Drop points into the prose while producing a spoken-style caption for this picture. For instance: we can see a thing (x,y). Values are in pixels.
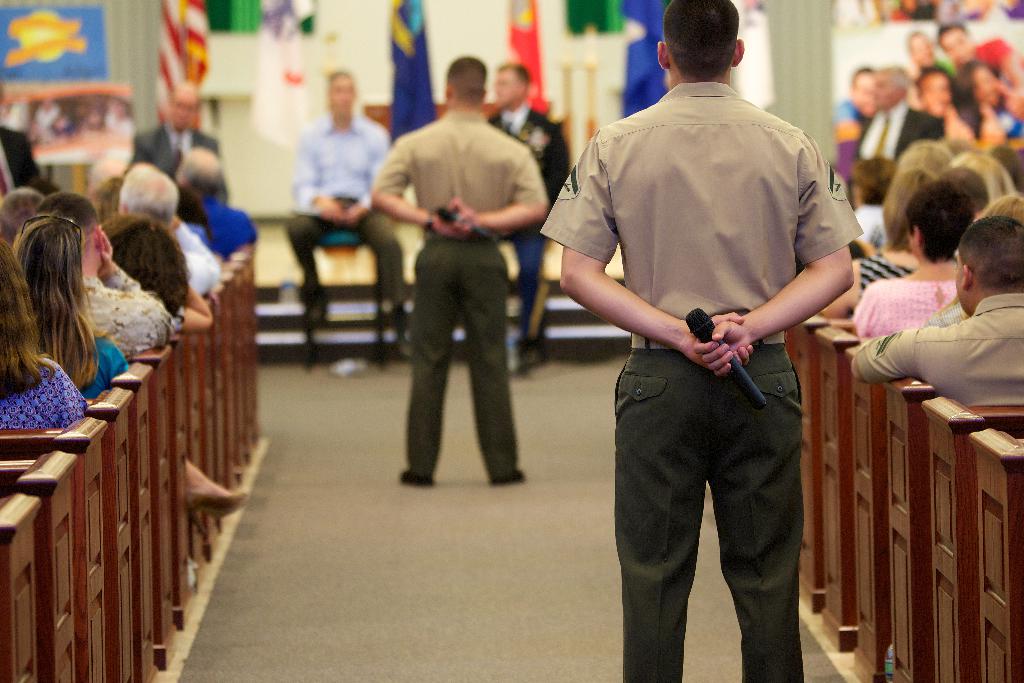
In this image in the middle (668,331) two persons (620,213) are standing wearing uniform (474,181) holding mics (445,209). On both sides many people (71,334) are sitting. On the background (186,109) three people (172,132) are sitting on chairs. There are flags (284,68), pictures (85,85), few other things (279,331) are there in the back (260,329).
